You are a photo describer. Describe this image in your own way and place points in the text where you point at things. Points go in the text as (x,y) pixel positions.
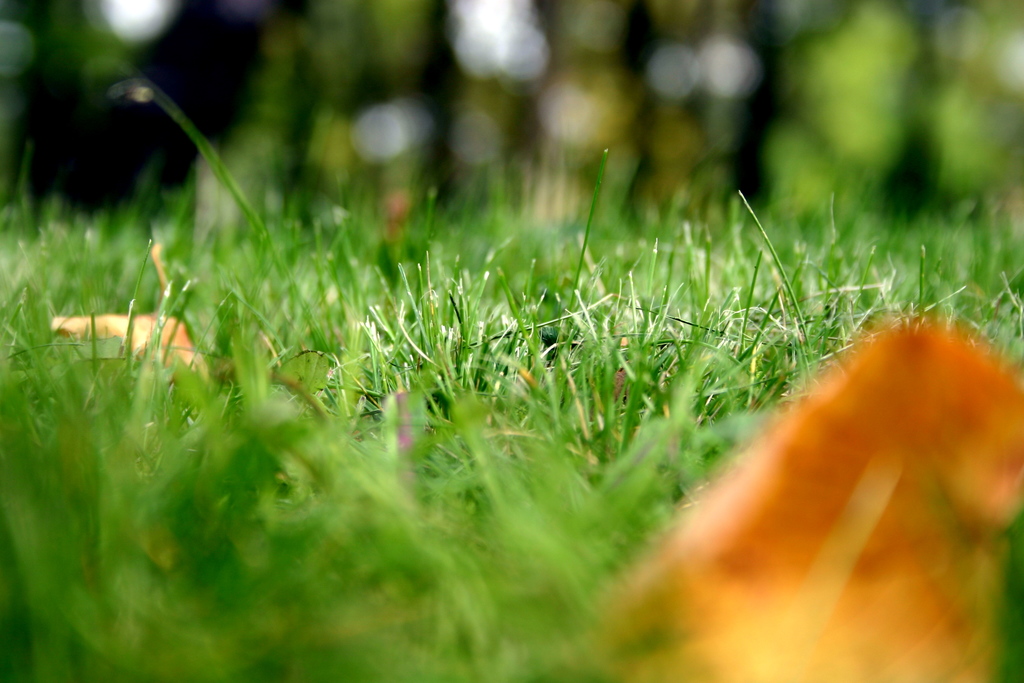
This picture contains grass (420,376) and dried leaves (807,602). At the bottom of the picture (491,531), it is in green and orange color. In the background (586,139), it is green in color. It is blurred in the background (627,93).
